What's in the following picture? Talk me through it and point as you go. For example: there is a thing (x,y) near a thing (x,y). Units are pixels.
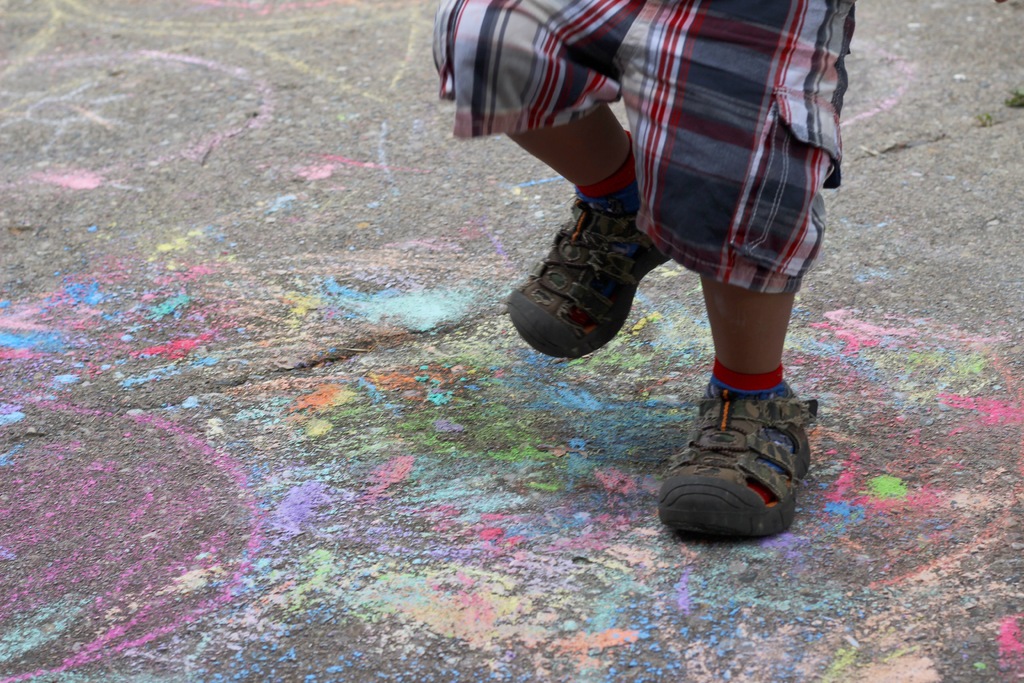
In this picture we can see footwear (699,491) and the legs (709,203) of a person (624,235). We can see colorful things (238,458) on the ground (271,456).
